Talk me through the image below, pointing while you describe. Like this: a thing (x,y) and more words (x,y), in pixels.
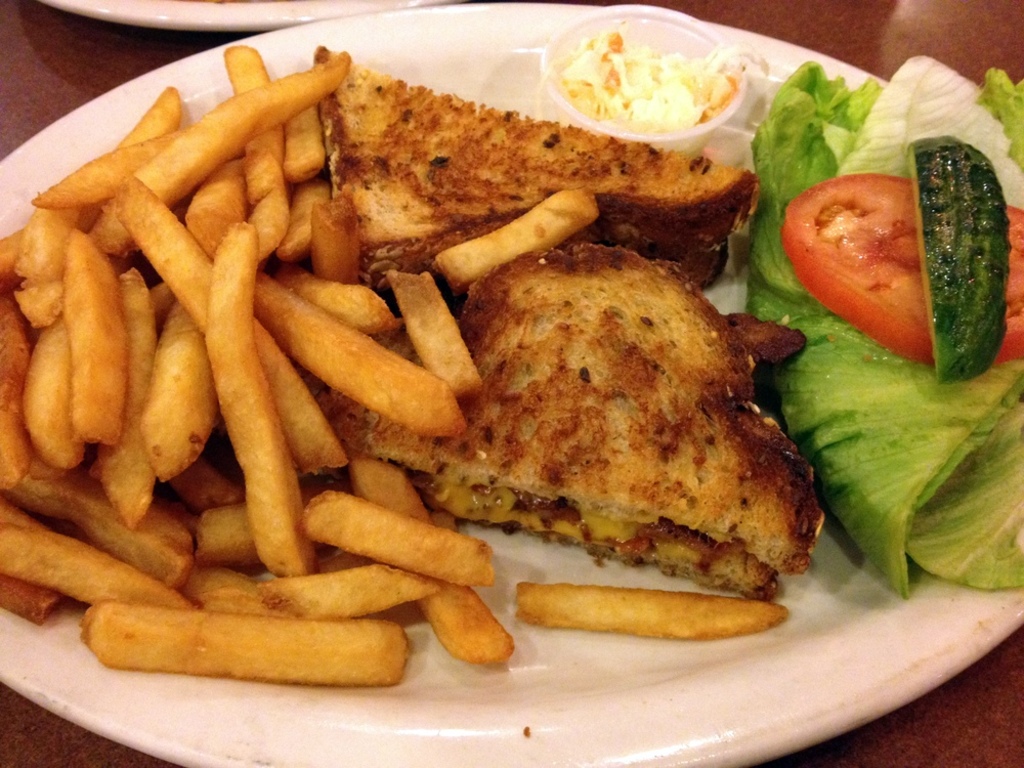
In this picture there is a plate (361,62) in the center of the image (356,298), which contains french fries (288,123), salad (807,200), and other food items (527,272) on it.
